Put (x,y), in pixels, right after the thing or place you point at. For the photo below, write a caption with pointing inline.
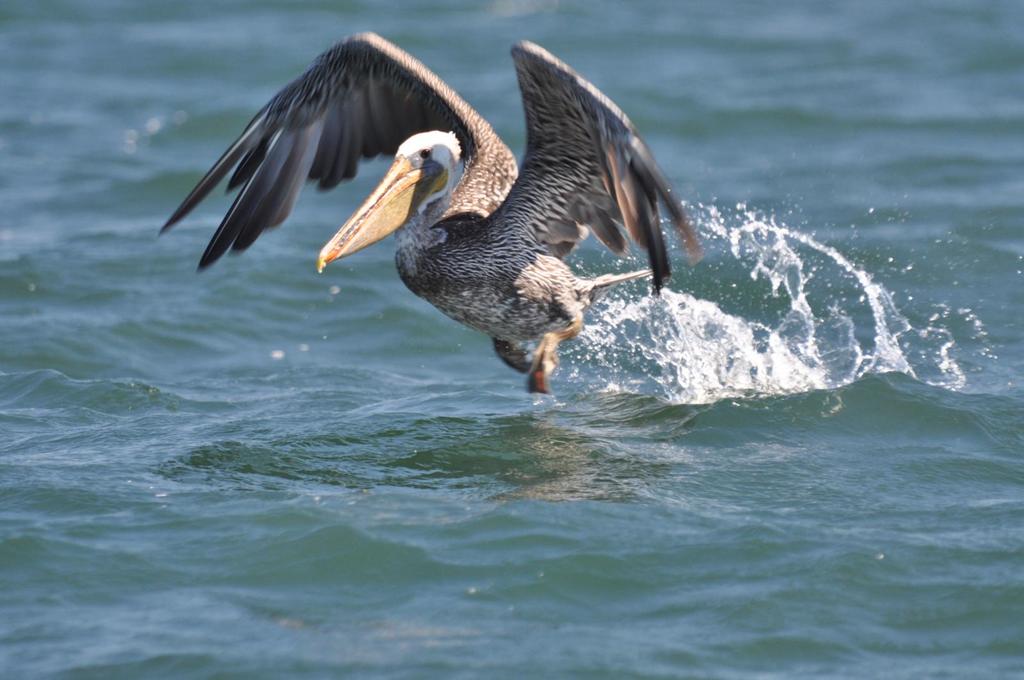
In this picture there is a bird (452,207) flying. The picture consists of water (813,226). At the top (394,29) it is blurred.
